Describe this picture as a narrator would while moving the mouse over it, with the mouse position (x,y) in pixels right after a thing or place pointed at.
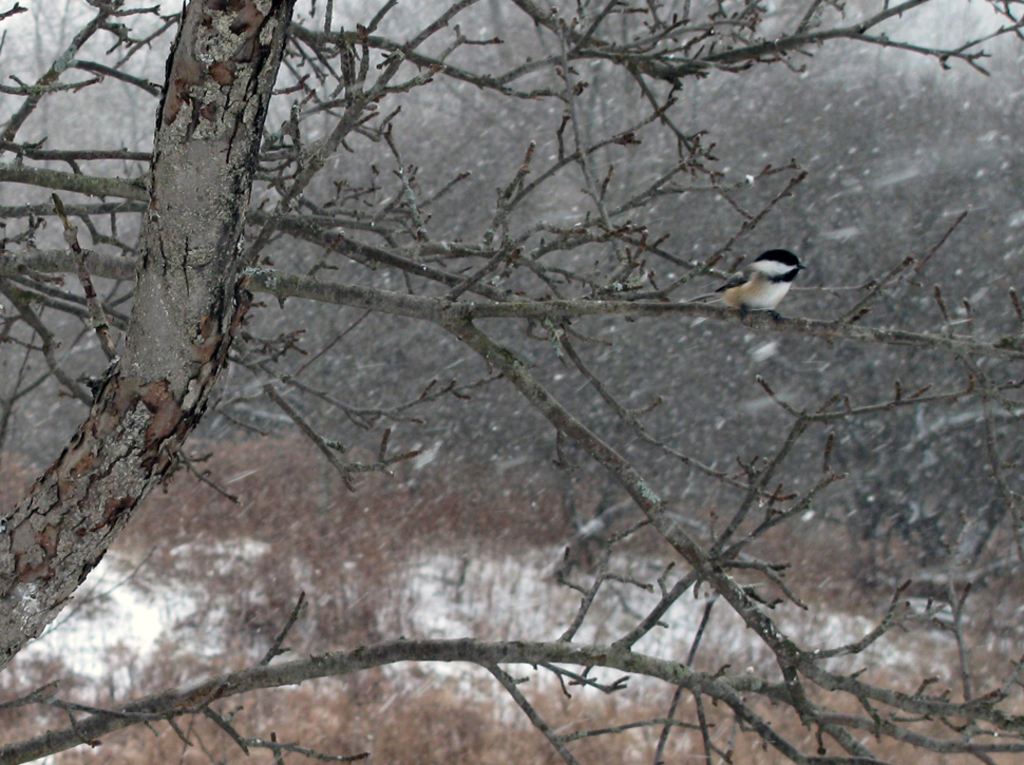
In this picture there is a bird (795,278) who is standing on the tree branch (675,307). In the background (822,311) we can see many trees (1001,279). At the bottom (499,585) we can see snow (417,630) and grass (279,621).
